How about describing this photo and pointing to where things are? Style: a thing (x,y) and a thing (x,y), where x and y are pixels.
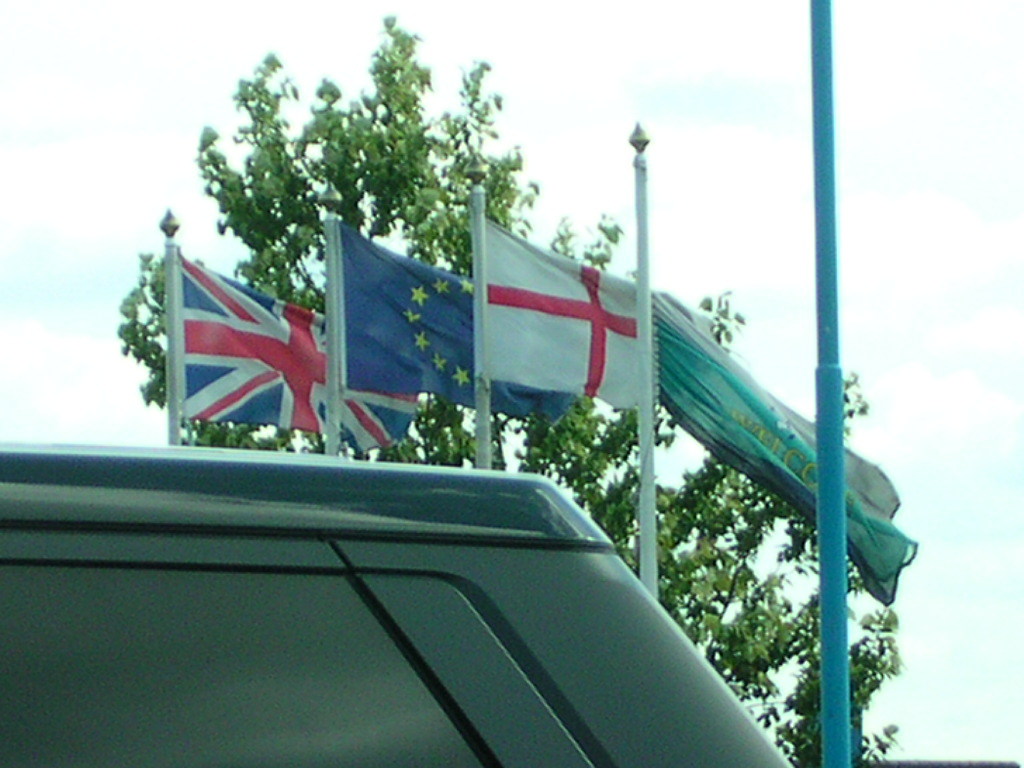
In this image in front (97,747) there is an object (387,620). In the background (443,349) there are flags (399,334), trees (592,425) and sky (873,181).
